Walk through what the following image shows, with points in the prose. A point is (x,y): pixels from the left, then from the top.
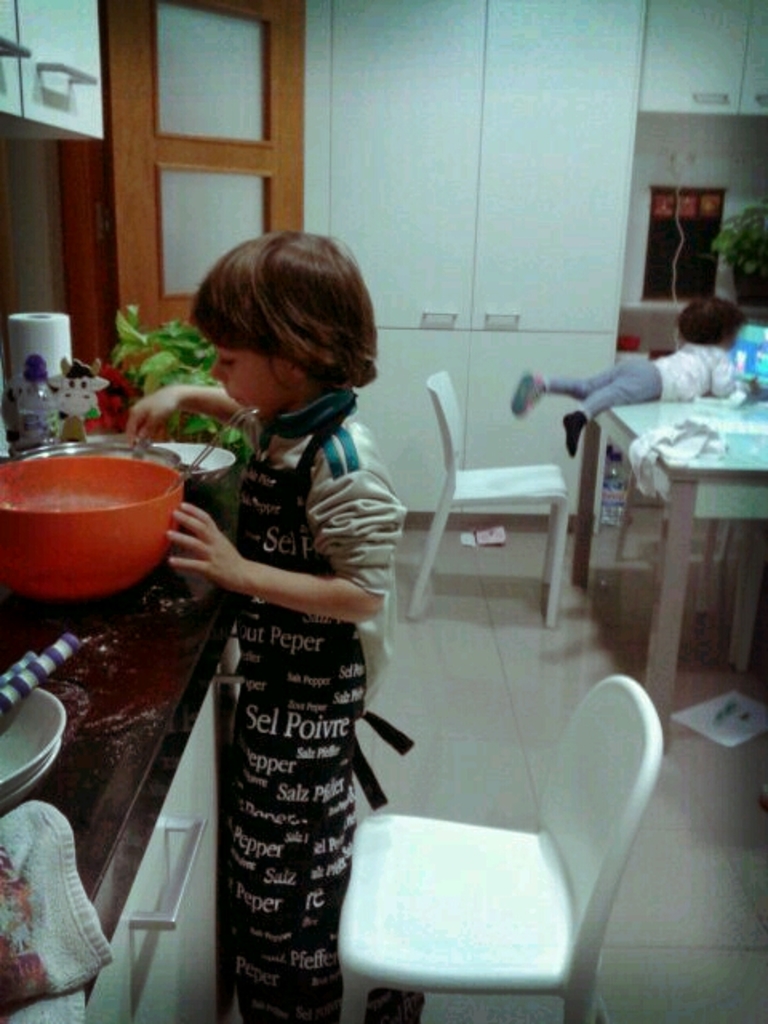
In this picture we can see a child (300,368) wore an apron (294,515) and standing on the floor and in front of this child (269,313) we can see bowls (65,528), plates (8,746), cloth (13,986), leaves (155,378), toy (71,403), tissue paper roll (48,350), cupboards (29,38) and in the background (641,409) we can see a child (620,399), table (711,496), papers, chairs (585,916), houseplant (766,267) and some objects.
